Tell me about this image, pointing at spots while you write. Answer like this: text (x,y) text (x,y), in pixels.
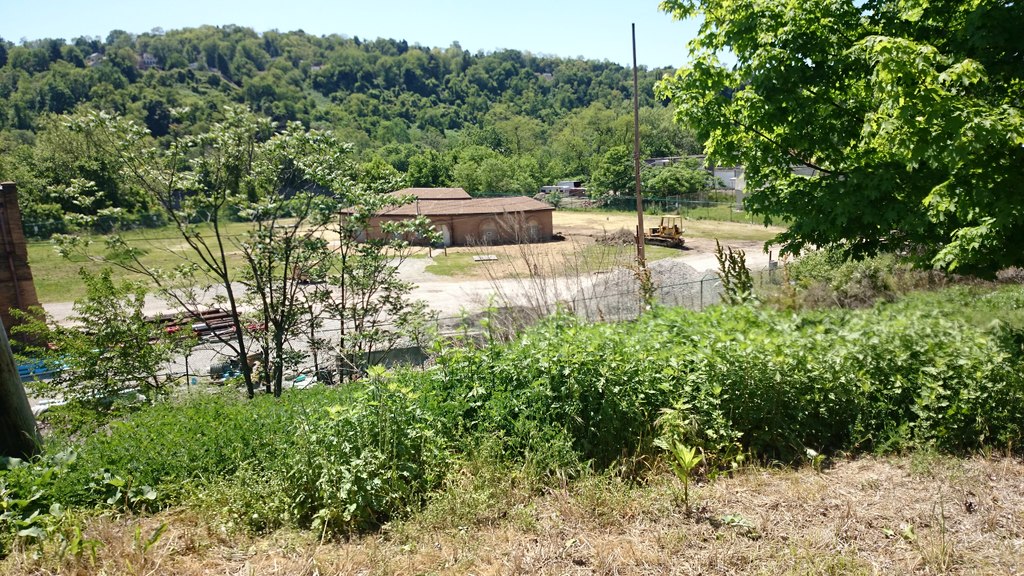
In this image I can see the ground (845,504), few plants (754,416), few trees (1001,132), the fencing (770,284), a wooden pole (640,248) and I can see few buildings (540,202). In the background (618,174) I can see few trees (306,94) and the sky (439,27).
